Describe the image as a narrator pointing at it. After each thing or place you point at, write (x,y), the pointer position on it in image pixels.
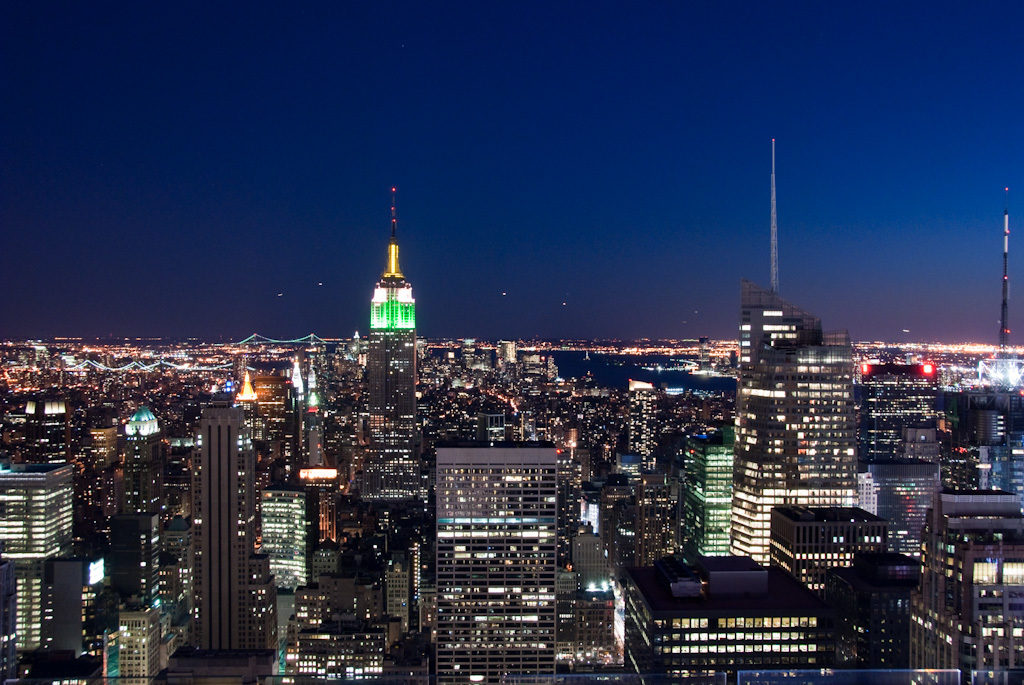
In this picture I can see there are many buildings (328,489) and they have few glass windows (571,614) and there are lights (751,543) visible from the buildings (468,525), there is a tower (397,310) here and it has green lights (390,322) and there are two other towers (1008,243) on to right side (819,367). The sky (997,296) is dark.
